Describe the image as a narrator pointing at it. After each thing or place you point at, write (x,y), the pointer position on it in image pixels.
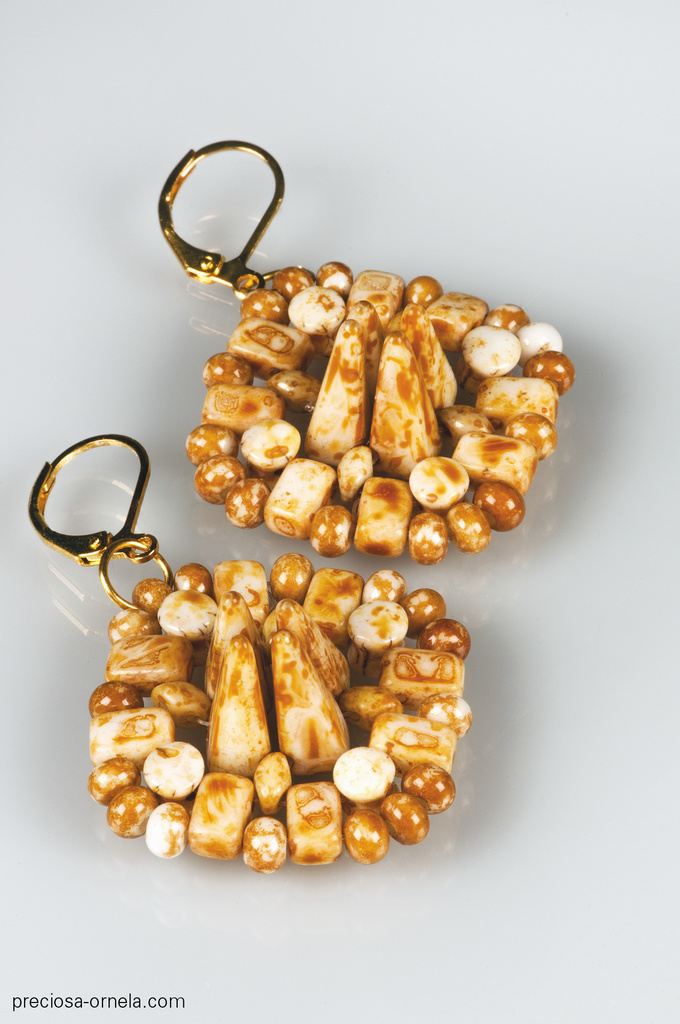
In this image pair of earrings (336,595) are on the surface (555,622) which is in white color. Left bottom there is some text (78,1000).
